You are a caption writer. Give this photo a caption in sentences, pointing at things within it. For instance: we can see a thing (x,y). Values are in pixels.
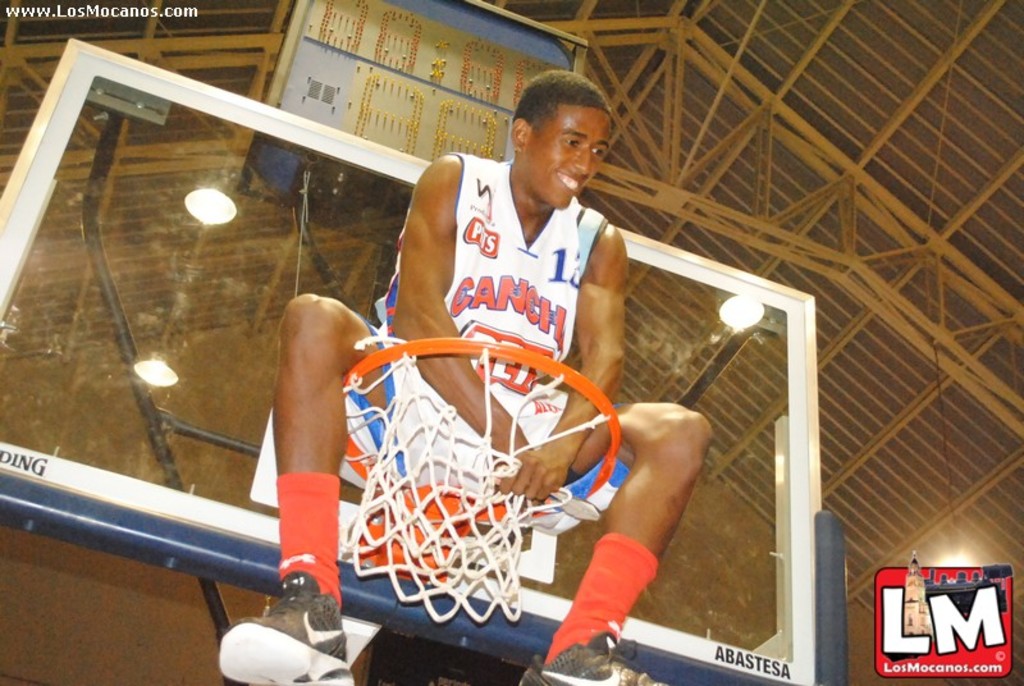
In this picture we can see a basket ball hoop (484,345), here we can see a person (627,415) smiling and in the background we can see an object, lights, roof (716,19), here we can see a logo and some text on it.
